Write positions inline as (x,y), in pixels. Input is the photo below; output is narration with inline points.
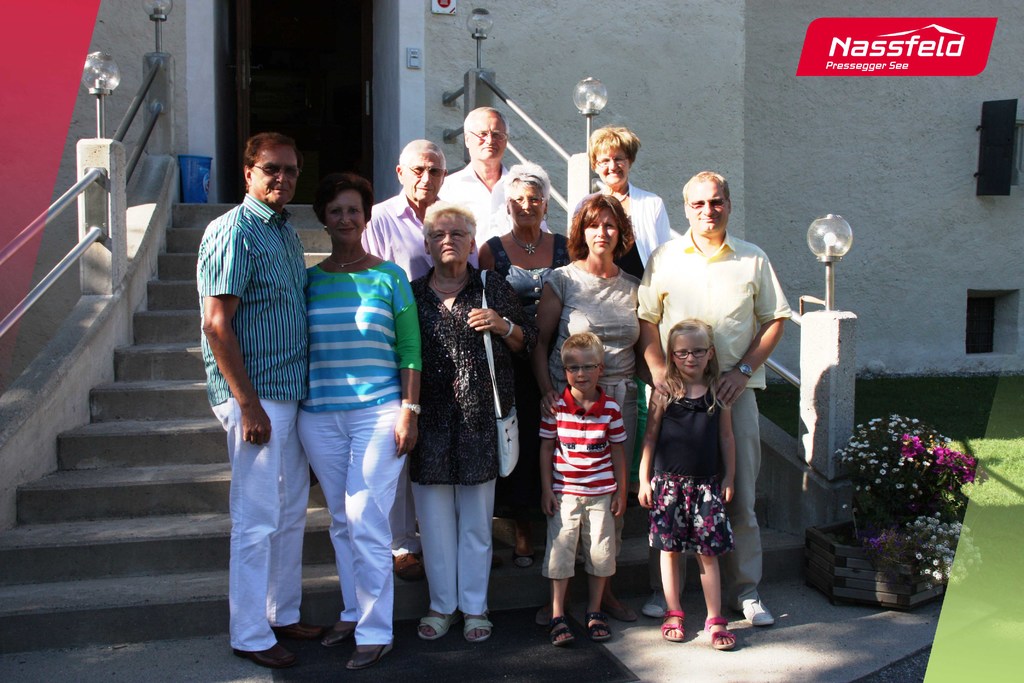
In the foreground (477,330) I can see a group of people (598,440) are standing on the steps (646,581) and also I can see house plants (906,543) and grass (987,499). In the background (829,253) I can see a building (522,95), board (945,67), light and windows (992,132). This image is taken, may be during a day.
